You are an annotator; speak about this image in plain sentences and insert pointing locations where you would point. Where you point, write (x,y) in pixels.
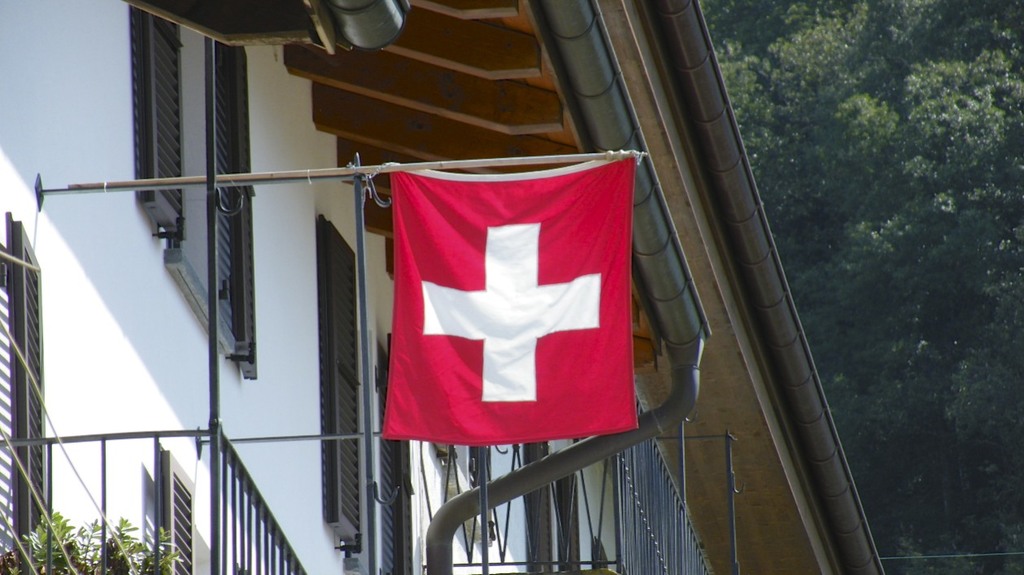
On the left side of the image (324,72) I can see a building (307,229), grilles (291,574), leaves (60,552), flag (534,300), rods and pipes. On the right side of the image (980,494) I can see trees (945,228).
